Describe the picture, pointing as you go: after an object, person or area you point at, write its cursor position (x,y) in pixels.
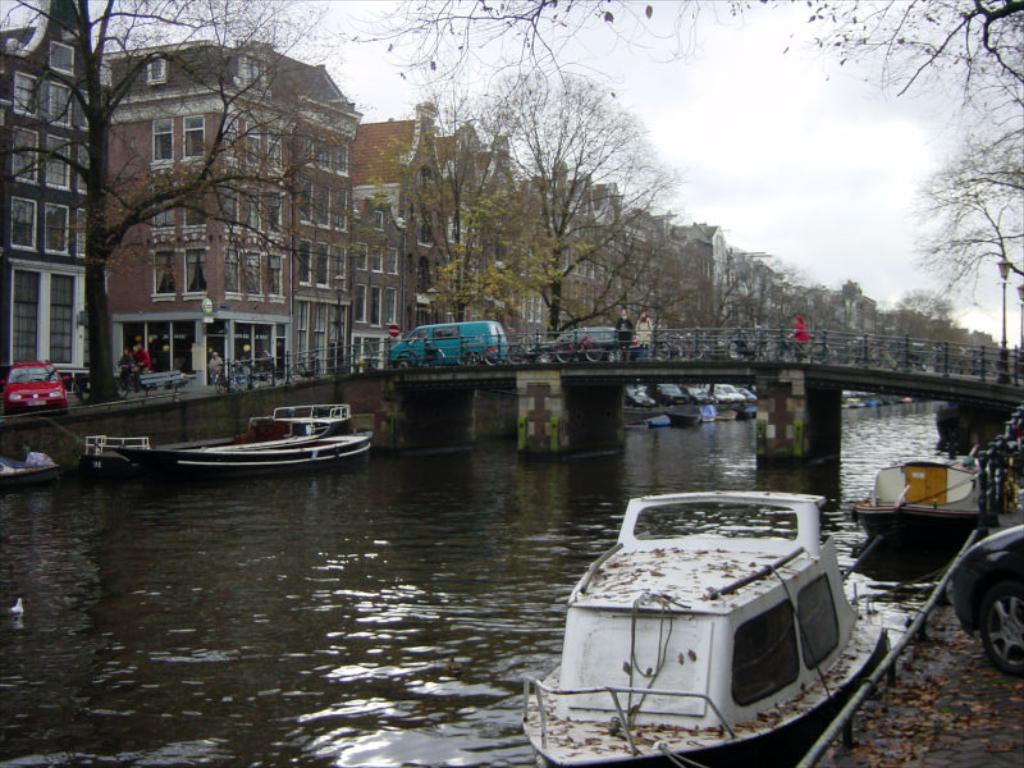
There is water (285,546). On the water (294,472) there are boats (890,510). There is a bridge (640,378) with pillars (787,409). On the bridge (775,363) there are vehicles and few people (630,336). On the left side (133,295) there are buildings (133,295) with windows (376,215) and trees (640,297). Also there is a vehicles (45,382). There are benches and people (214,365). In the background (749,300) there are trees (809,286) and sky (747,110).
